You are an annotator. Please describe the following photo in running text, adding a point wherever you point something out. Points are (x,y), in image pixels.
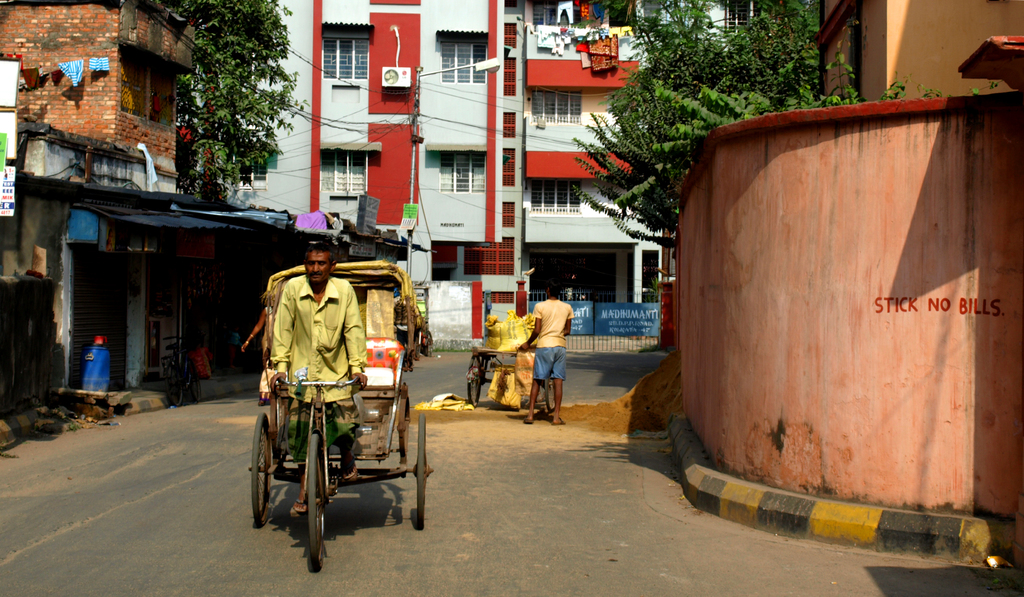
In this image I can see a man (322,350) wearing yellow shirt (313,320) is riding a bicycle (312,519) on the road (338,504) and in the background (552,316) I can see a person (537,352) standing, the sand (597,404), few buildings (530,201), few trees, a bicycle (179,341) and the gate (582,299) which is blue in color.
